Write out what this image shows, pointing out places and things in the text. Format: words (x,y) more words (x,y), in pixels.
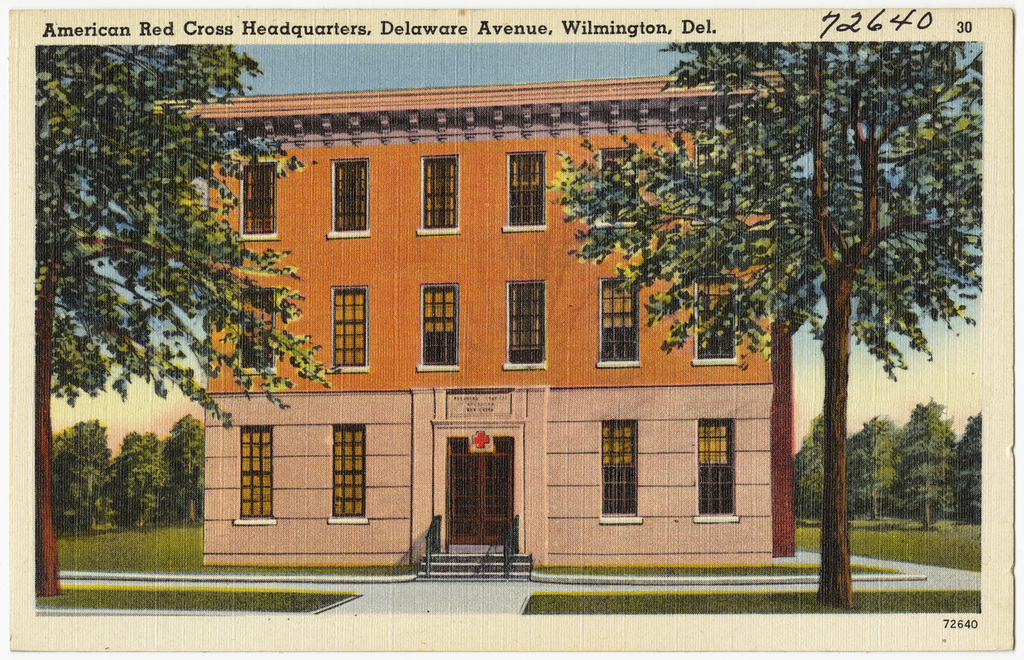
In this image we can see the photograph (698,221) which includes the house (446,317), windows (621,365), trees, stairs (490,570), some written text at the top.
